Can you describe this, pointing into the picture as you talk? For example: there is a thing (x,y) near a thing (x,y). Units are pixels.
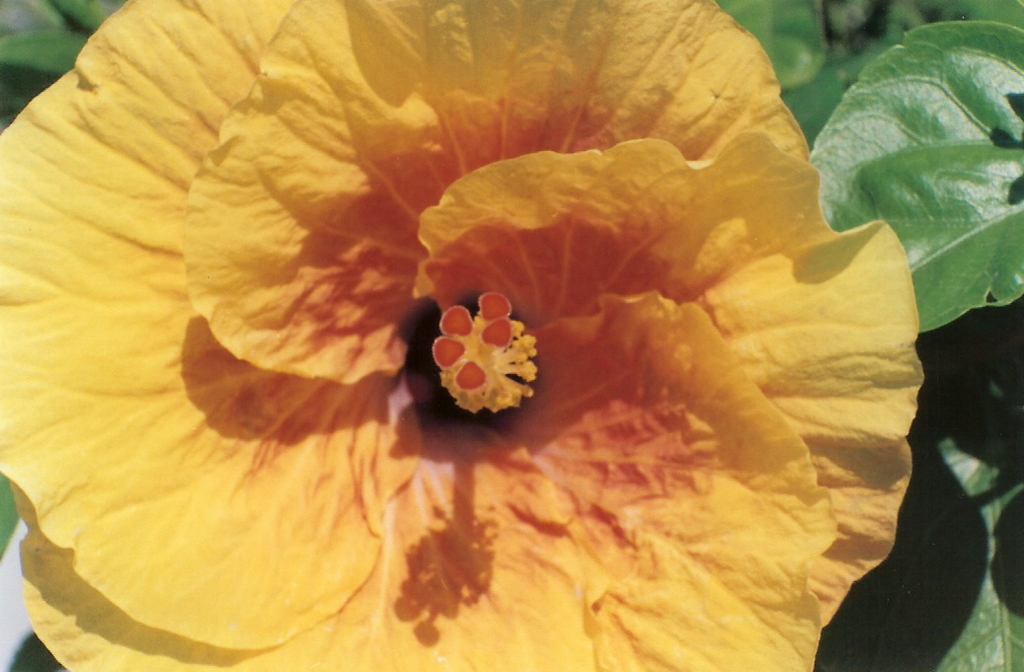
In this picture we can see a flower (713,249) and leaves (846,145) here, there are some petals (783,123) of flower (320,160) here.
